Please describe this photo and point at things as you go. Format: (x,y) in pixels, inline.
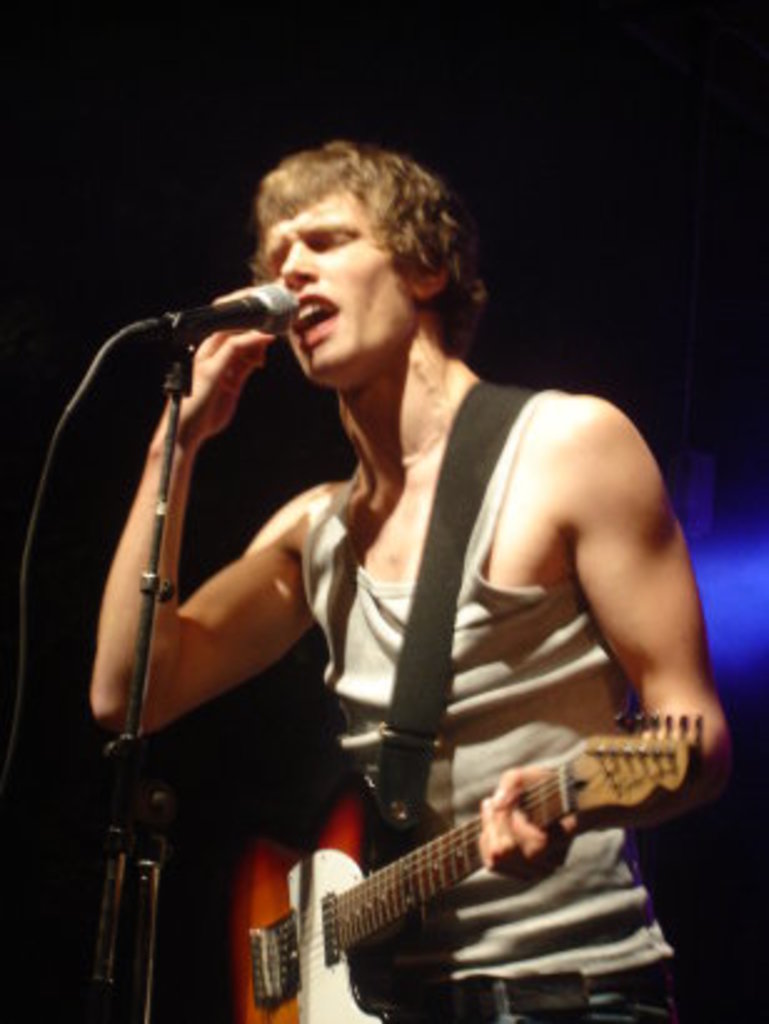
In this image I can see a person (557,863) standing in front of the mic (193,322) and holding the guitar (403,900).
